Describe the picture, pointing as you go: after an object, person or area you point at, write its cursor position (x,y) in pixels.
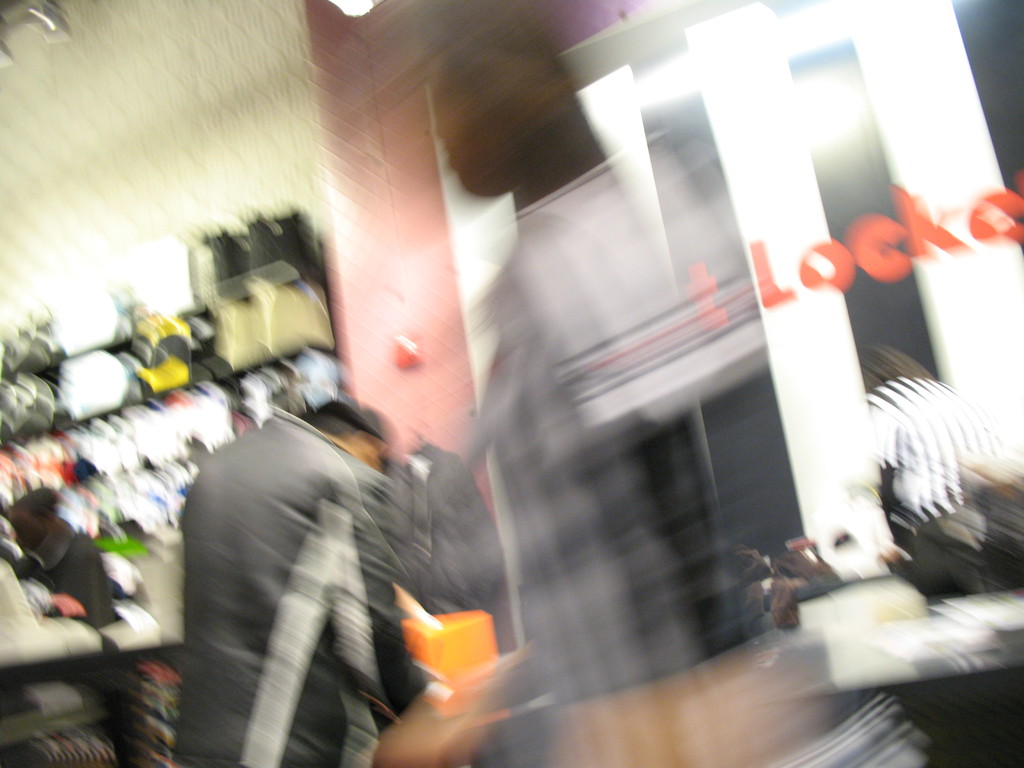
In this picture I can observe some people (202,519). The image is completely blurred.
